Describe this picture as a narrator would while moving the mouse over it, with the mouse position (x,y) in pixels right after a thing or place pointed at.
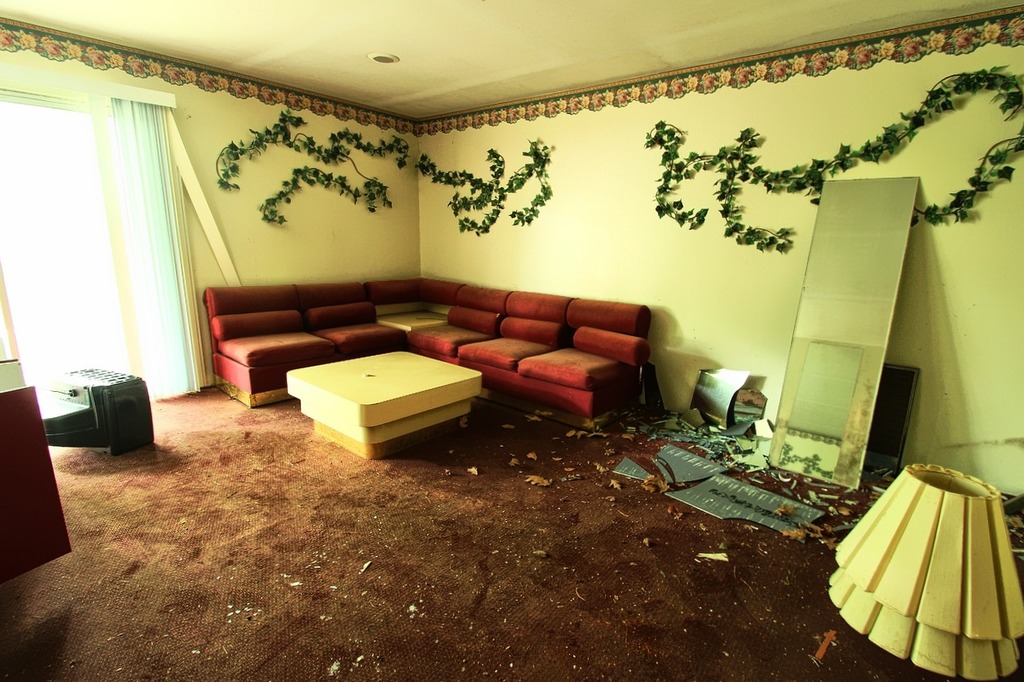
As we can see in the image there is a yellow color wall (617,251), a window (59,176) and red color sofas (238,311) over here. On the right side (937,579) there is a lamp (949,558).
